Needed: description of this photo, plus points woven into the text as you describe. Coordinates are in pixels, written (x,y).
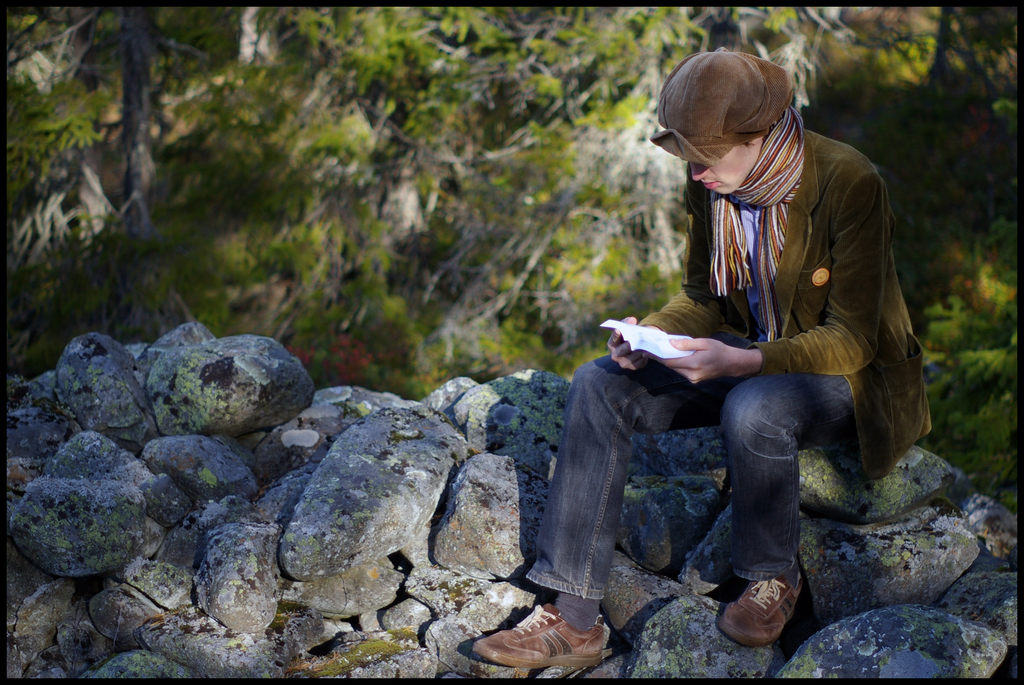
In this image we can see a person (615,517) is sitting on the rock (672,463) and holding an object (651,350) in his hand (686,350). There are many trees (368,140) in the image. There are many rocks (373,485) in the image.
